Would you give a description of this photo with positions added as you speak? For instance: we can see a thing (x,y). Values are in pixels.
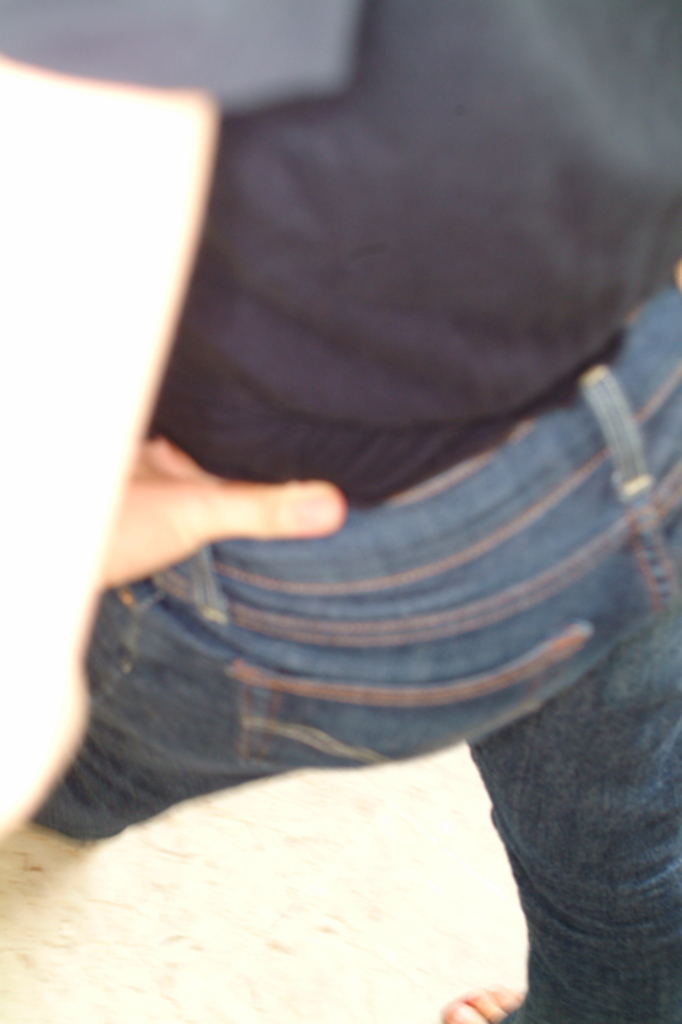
At the bottom of the image (262,941) there is a floor (344,858). In the middle of the image (271,612) a man (155,473) is walking on the floor (136,891). He has worn a T-shirt (342,376) and a jeans pant (237,702).
